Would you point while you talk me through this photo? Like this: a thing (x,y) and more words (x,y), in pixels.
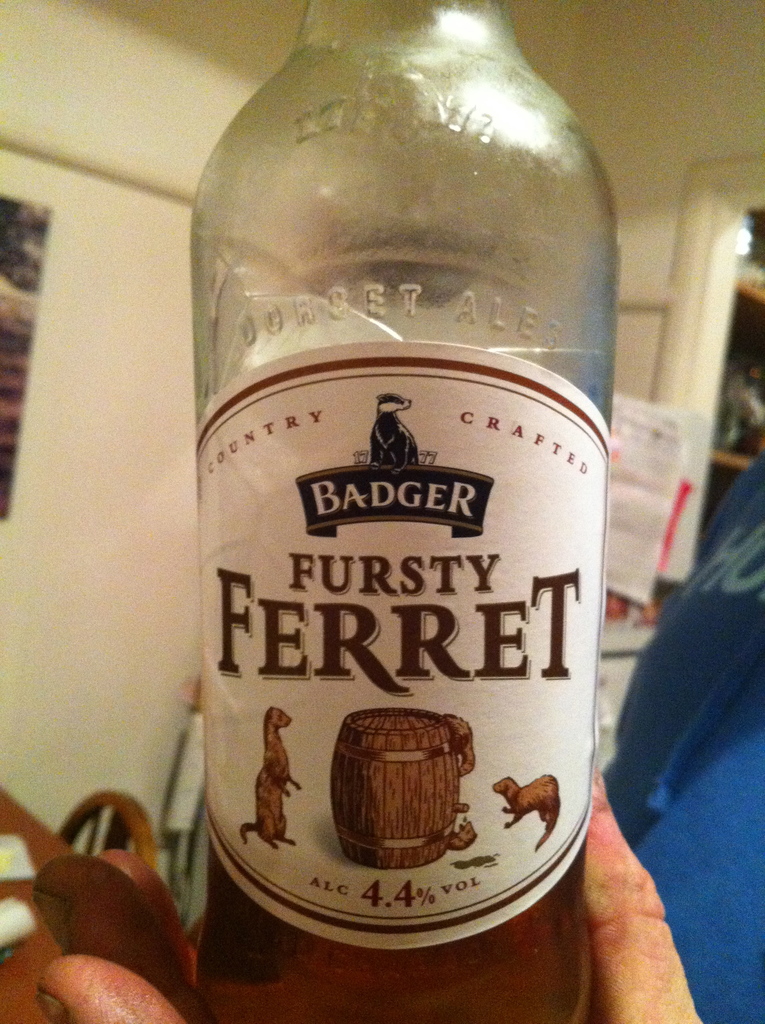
In this picture there is a bottle (221,334) which is hold by a person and the word ferret is written on the bottle (353,749).
